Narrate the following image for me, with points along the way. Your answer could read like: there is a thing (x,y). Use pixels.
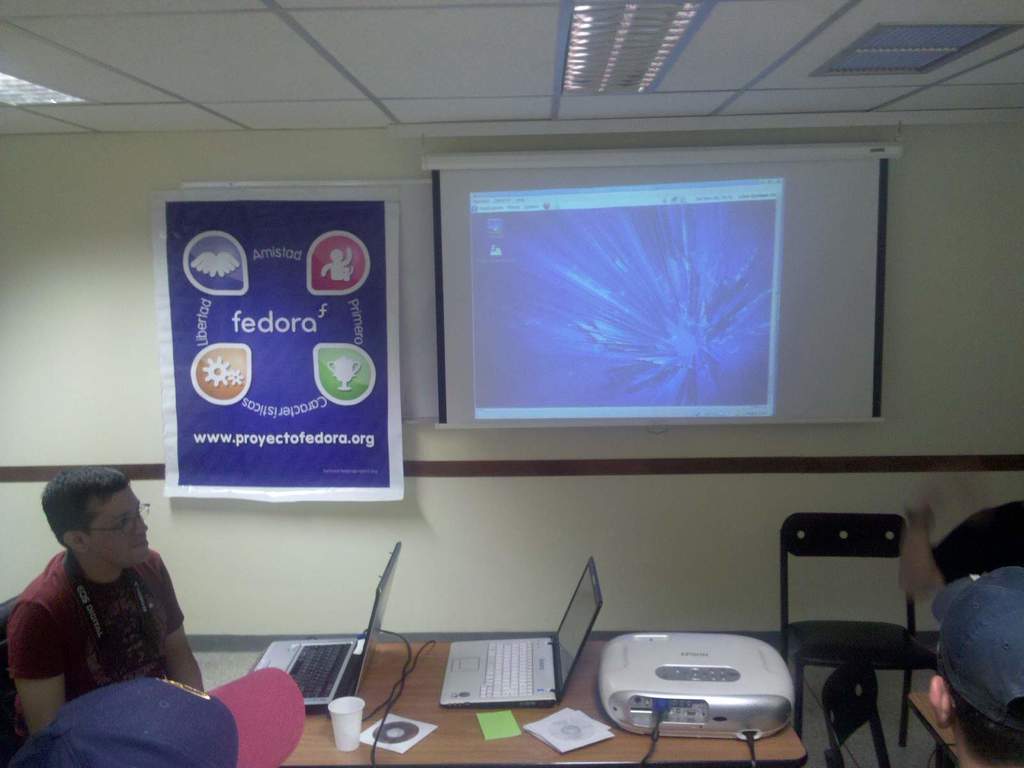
In this image there are three person (150,630) sitting on the chair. In front of the man (74,633) there is table (459,720), on table (435,713) there are two laptops (340,677), CD (388,743) and a projector machine (709,699). At the background (294,429) we can see a banner (294,335) and a screen (741,366) on the wall (935,306).
